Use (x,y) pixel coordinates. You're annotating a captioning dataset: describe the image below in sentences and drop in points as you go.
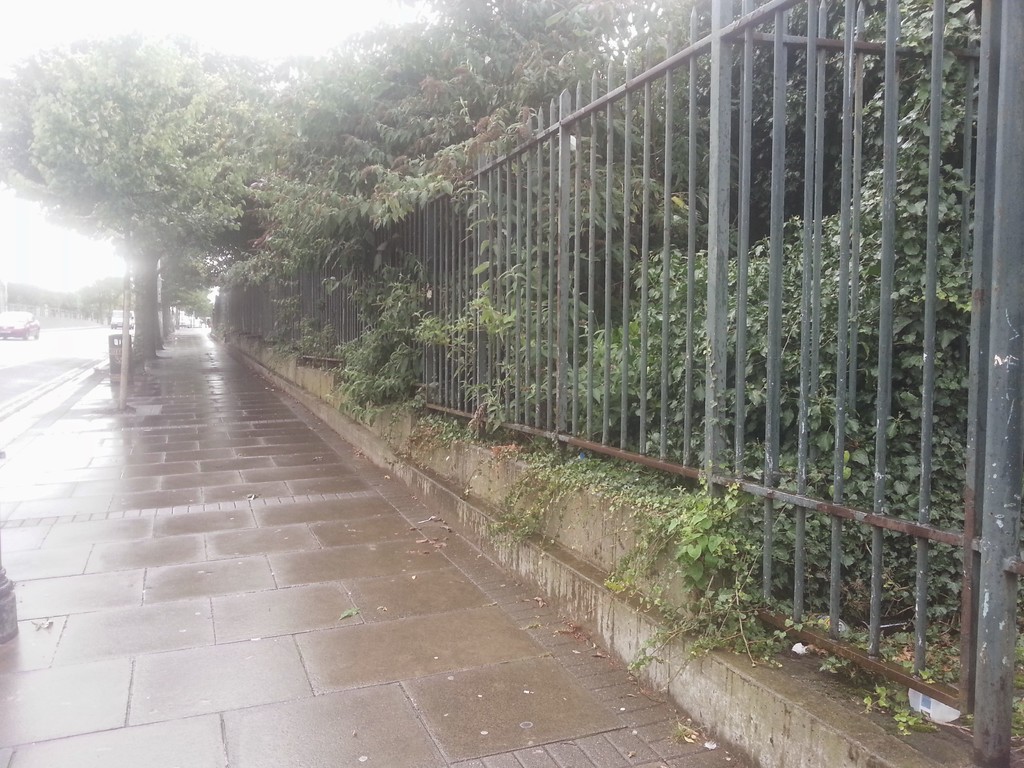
In the picture we can see a pathway (198,552) with tiles (96,698) and trees (115,218) on it and beside it, we can see a railing (809,505) and behind it also we can see, full of plants (545,290) and beside the trees (115,200) we can see a road (14,406) on it we can see some vehicles (14,333) and in the background (36,270) we can see trees (74,306) and sky (104,263).
